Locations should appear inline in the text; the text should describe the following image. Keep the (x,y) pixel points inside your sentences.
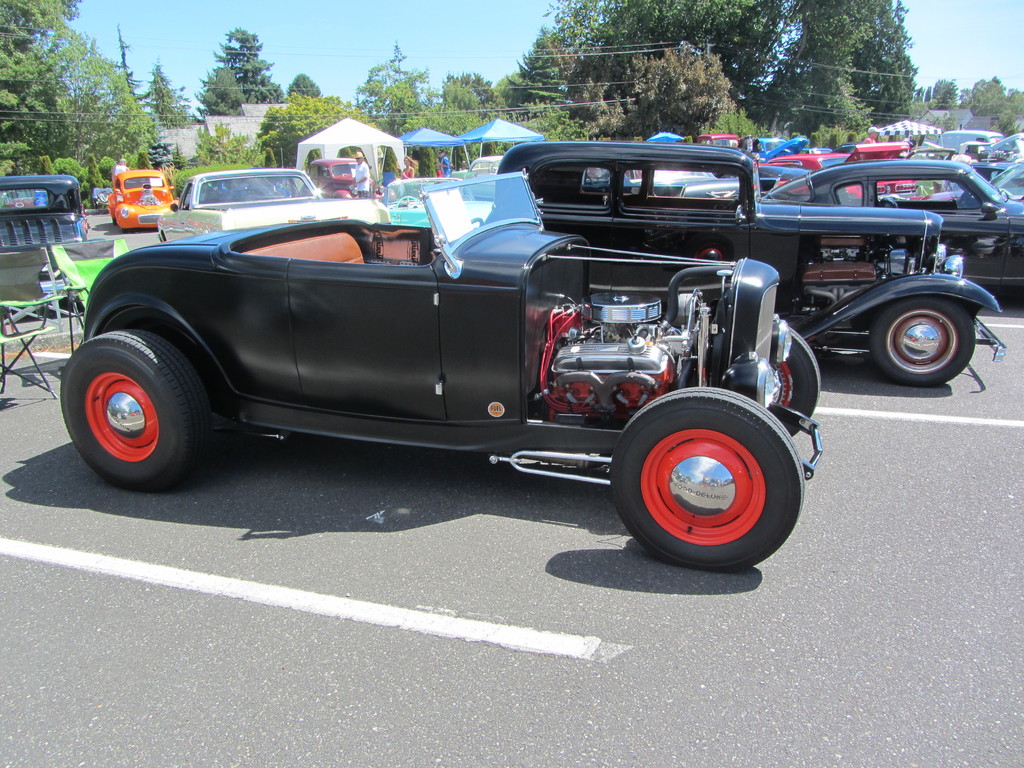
We can see vehicles (634,161) on the road (99,217) and we can see chairs (100,247). In the background (555,117) we can see roof top (228,129), trees (673,81), people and sky (358,42).
